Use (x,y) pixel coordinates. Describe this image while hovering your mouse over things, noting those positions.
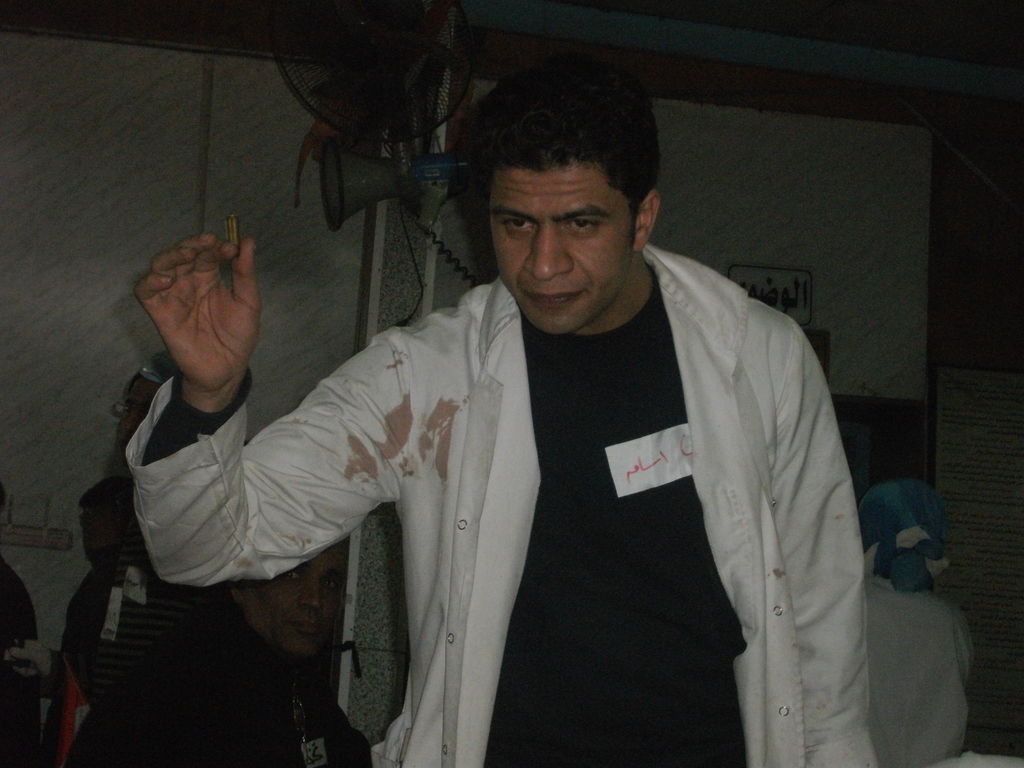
In this picture there is a man (626,640) who is wearing t-shirt (600,397) and shirt (491,544). Beside him I can see some persons (317,706) who are sitting on the chair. In the back (453,95) I can see the fan (402,105) and speaker (426,161) which are placed on this pipe (390,225). Beside that I can see the partition (346,255). In the top right corner (879,22) I can see the roof (810,45).
